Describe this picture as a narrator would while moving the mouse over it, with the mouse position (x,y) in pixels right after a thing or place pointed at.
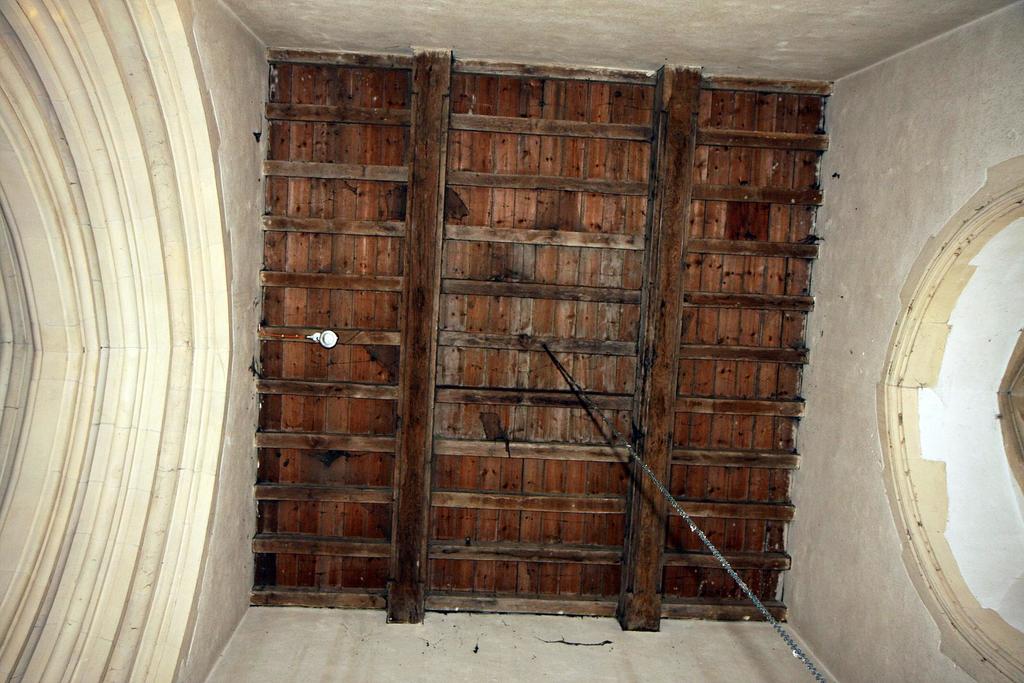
In this picture there is a wooden ceiling (526,173). On the right (998,533) we can see opening (998,533) which is in round shape. On the bottom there is a chain (559,368) which is connected to the ceiling (519,337).
